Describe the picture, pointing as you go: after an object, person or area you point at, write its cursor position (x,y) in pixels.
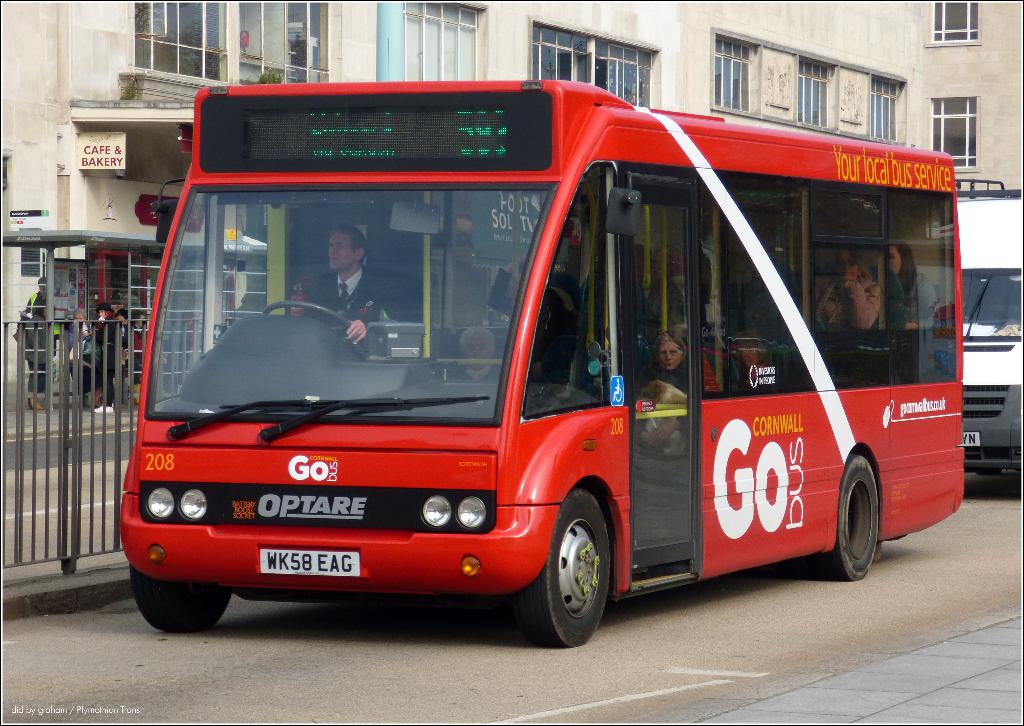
In this picture we can see few vehicles (731,477) on the road (879,602) and we can find few people (340,297) are seated in the bus (611,389), in the background (103,144) we can see fence (66,369), few buildings (137,189) and a hoarding (92,161).
